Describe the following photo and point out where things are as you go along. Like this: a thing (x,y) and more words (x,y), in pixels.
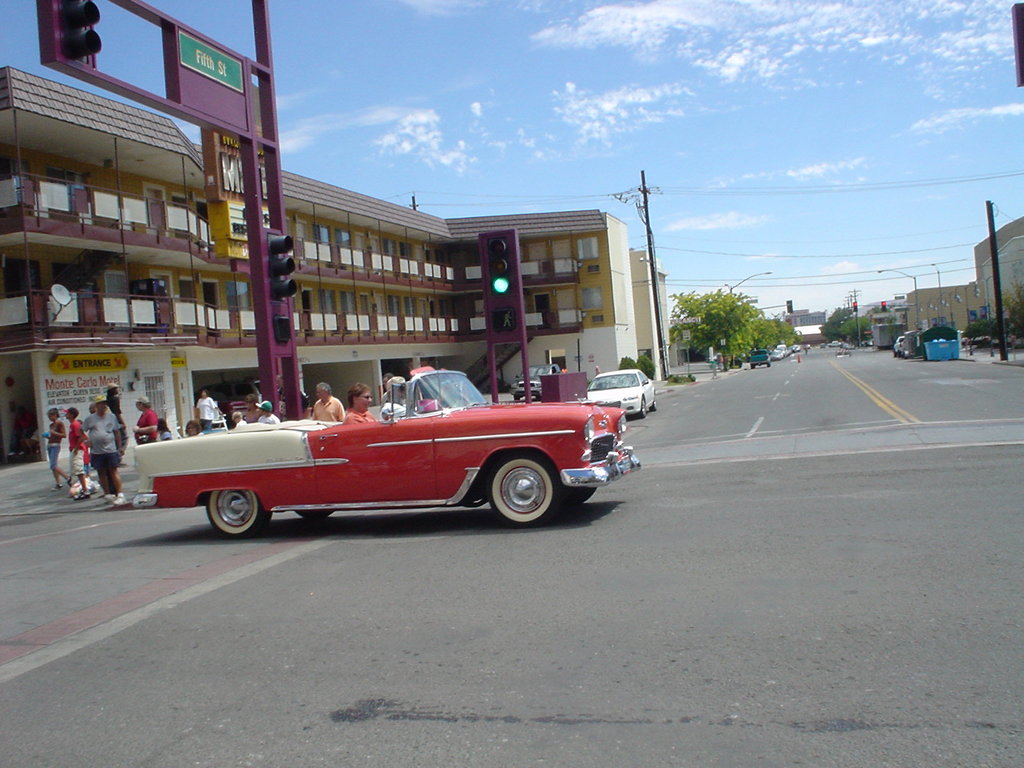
In this picture I can see there is a car (365,474) moving and there are few people (72,442) walking here on the walk way (51,485). There are some buildings (308,342), trees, the sky (676,194) is clear.
